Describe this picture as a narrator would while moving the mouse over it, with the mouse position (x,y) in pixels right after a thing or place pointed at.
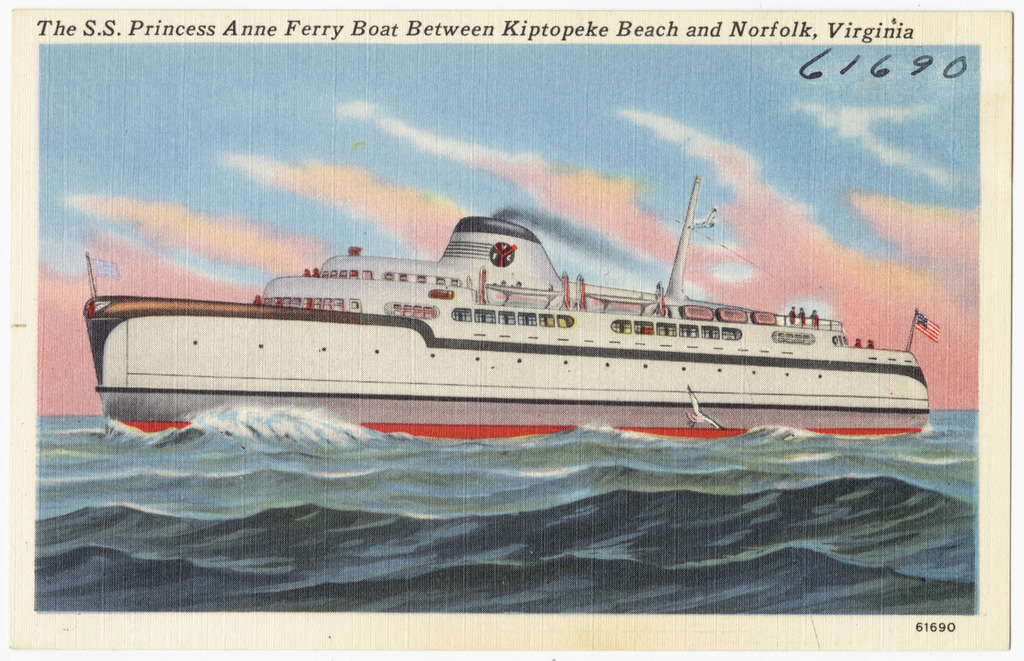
This is a postcard and here we can see a ship (594,370) on the water (718,526) and at the top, there is some text (236,24) written.
